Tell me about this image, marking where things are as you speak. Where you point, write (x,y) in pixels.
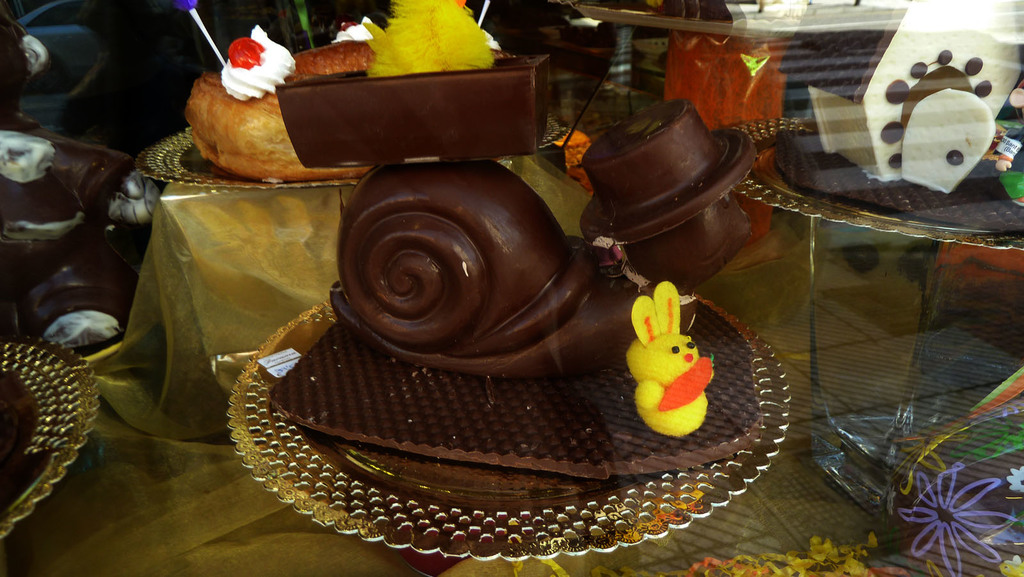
In the foreground of this picture (457,297) we can see the platters (247,432) containing cakes (450,239) and some other food items (572,262) and we can see a yellow color toy (677,362) and we can see many other objects (35,176) in the background (39,190).
